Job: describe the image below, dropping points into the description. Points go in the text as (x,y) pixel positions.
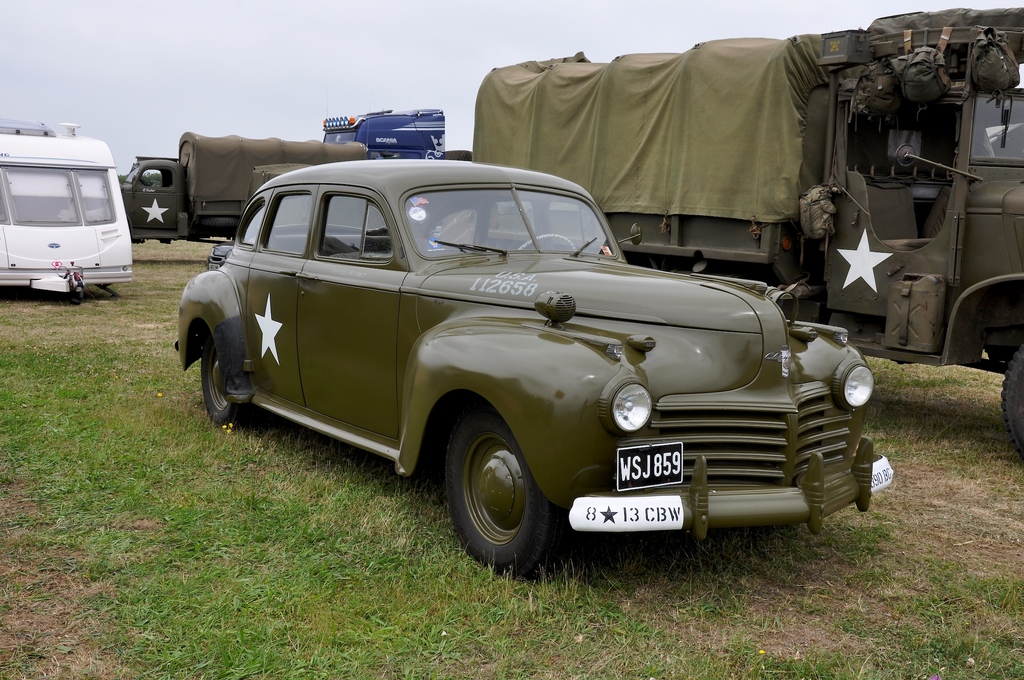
In the image we can see there are vehicle (382,428) of different colors. These are the headlights (646,413) and number plate (663,474) of the vehicle (654,459). Here we can see grass (56,626) and the sky (90,107).
